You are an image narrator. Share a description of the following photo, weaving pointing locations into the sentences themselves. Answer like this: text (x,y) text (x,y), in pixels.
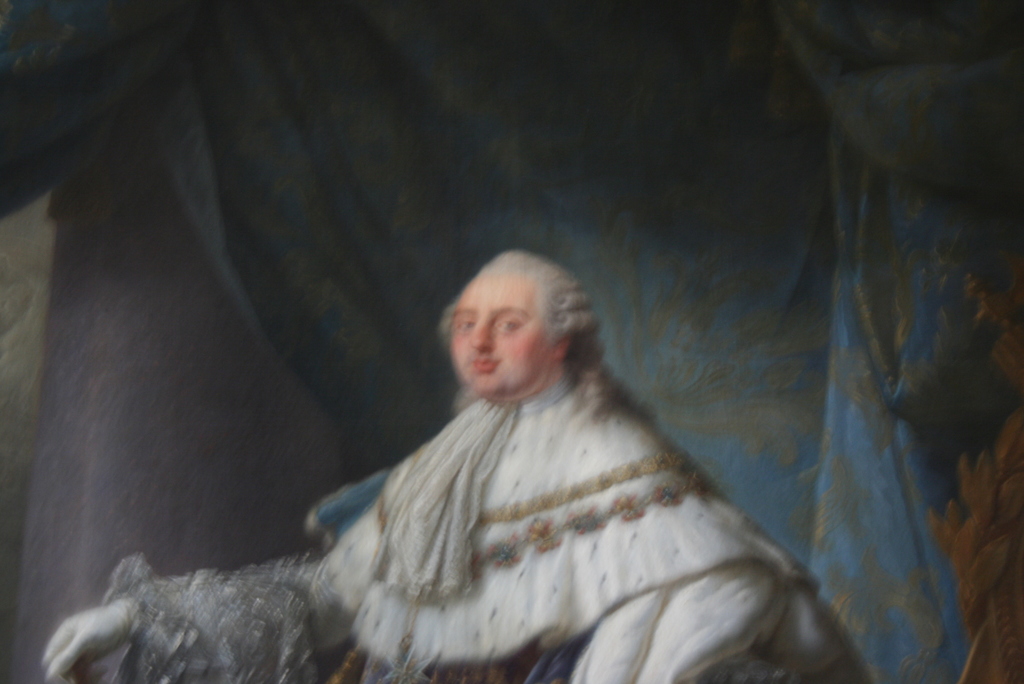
This picture is blur, we can see a painting (492,601) of a person (492,601). In the background (765,61) we can see curtains (618,83).
